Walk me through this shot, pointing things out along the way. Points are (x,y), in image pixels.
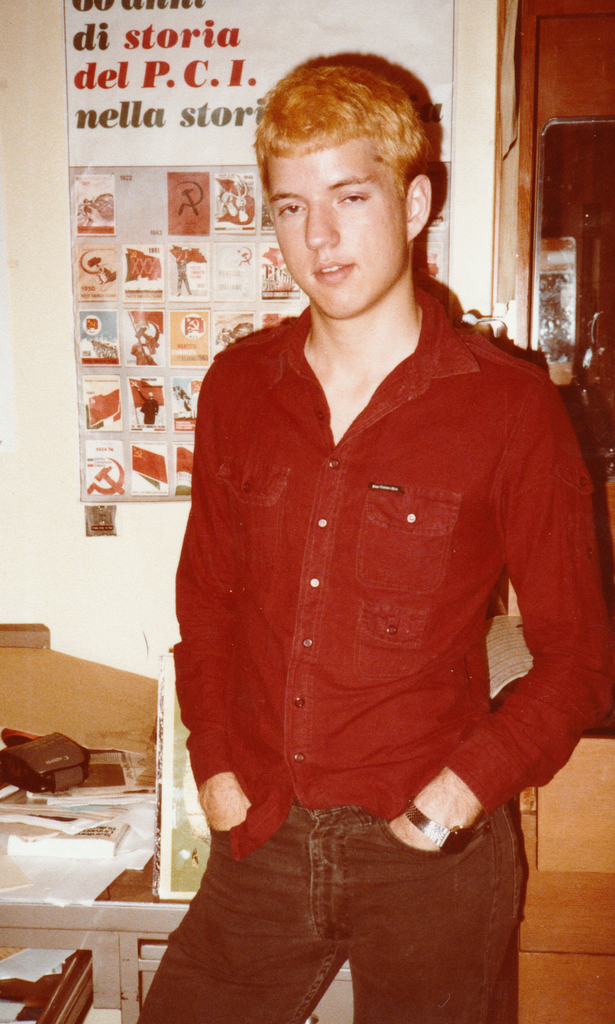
In this picture I can observe a boy (277,561) wearing red color shirt (368,566). Behind him there is a chart (112,281) stuck to the wall (76,409). On the right side (568,297) I can observe a door (527,253).
